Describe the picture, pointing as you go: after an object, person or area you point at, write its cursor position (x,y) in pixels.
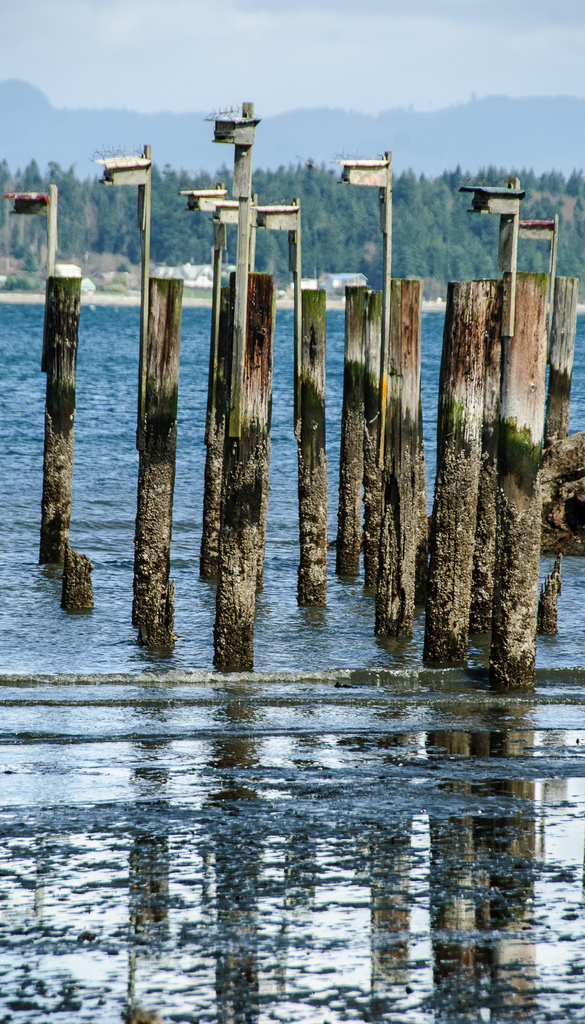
In this image there is water (278,567). There are wooden poles (324,376) in the water (36,307). There are trees (70,250) and stones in the background (164,253). There are mountains (375,148). There is a sky (284,76).
